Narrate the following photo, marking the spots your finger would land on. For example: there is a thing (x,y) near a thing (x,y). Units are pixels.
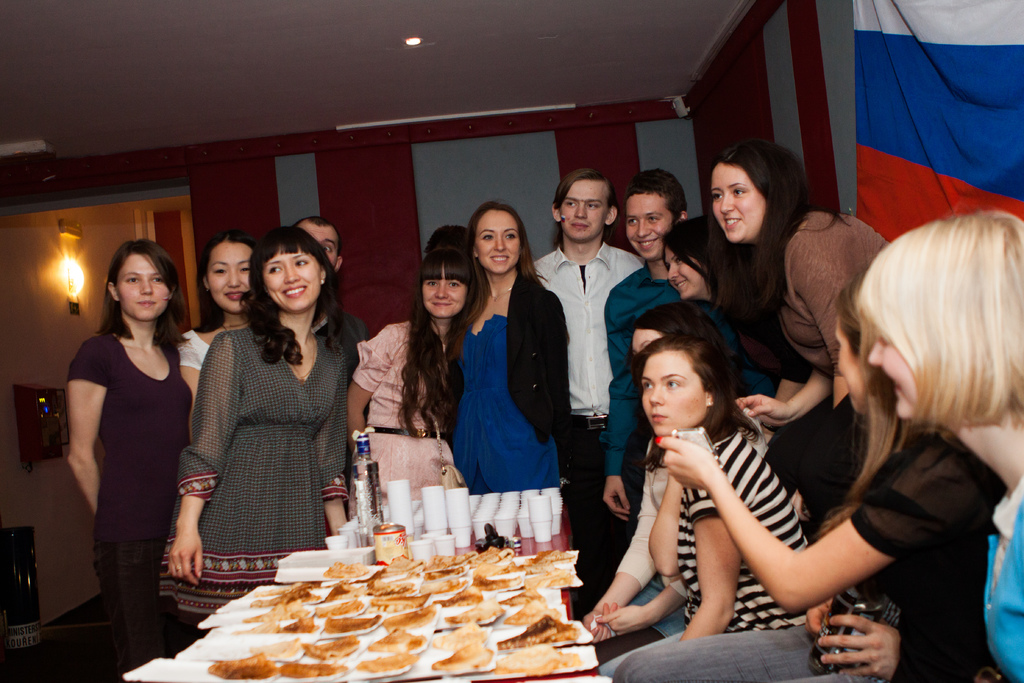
In this image, we can see a group of people (748,443). Few are standing and sitting. Few people (319,481) are smiling. On the right side (877,457), we can see a woman (859,528) is holding some object (687,439). At the bottom (472,603), there are so many items (488,584) and things (495,556) are placed on the red surface (531,548). Background (377,205), we can see a wall (390,214), cloth (857,155), light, dustbin (26,570), few objects (39,427). Top of the image (353,95), there is a roof (332,68) and light (412,43).
